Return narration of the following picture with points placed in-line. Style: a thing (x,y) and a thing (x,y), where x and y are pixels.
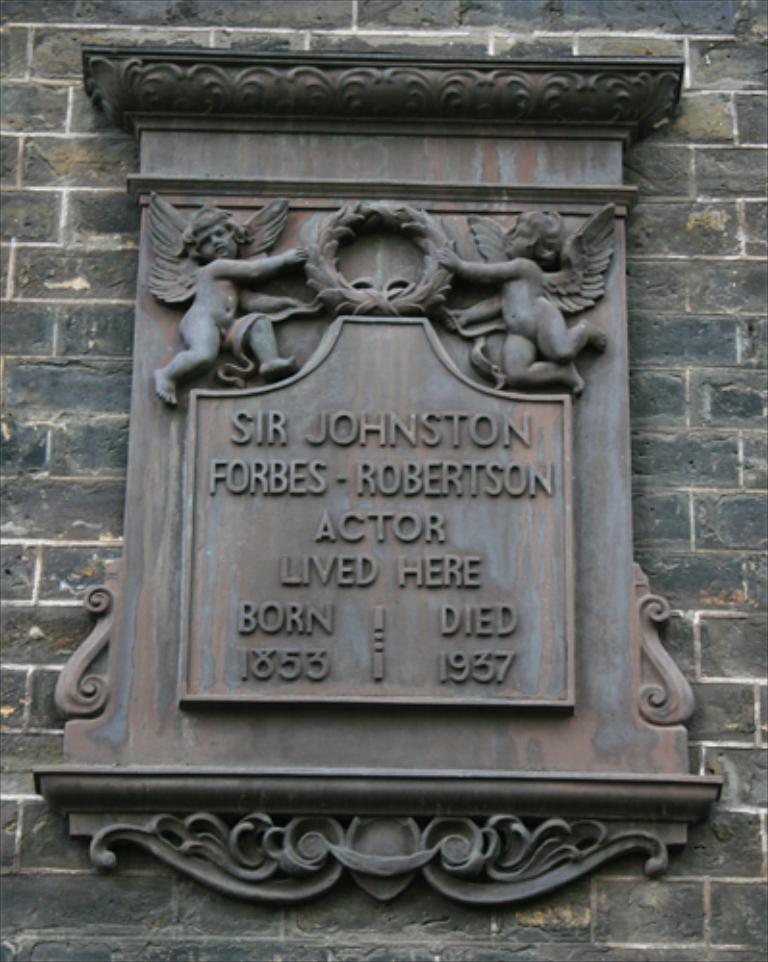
In the image there is a statue (303,205) on the wall (685,487) with text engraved on it.
